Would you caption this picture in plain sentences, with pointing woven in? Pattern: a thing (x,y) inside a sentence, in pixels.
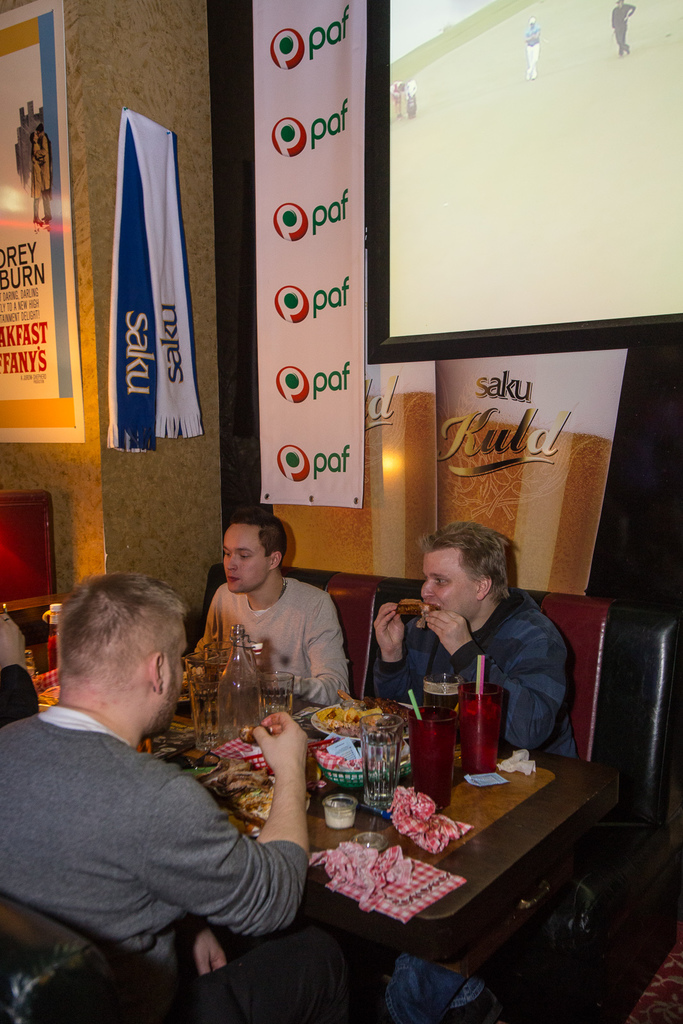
The photo is clicked inside a room (270,844). few persons (176,691) are sitting on sofa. In the middle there is a table (388,791). On the table (444,775) there are glasses (448,690), napkins (413,810), food (252,782). In the background (315,105) in the wall (365,202) there are banners (353,295).
